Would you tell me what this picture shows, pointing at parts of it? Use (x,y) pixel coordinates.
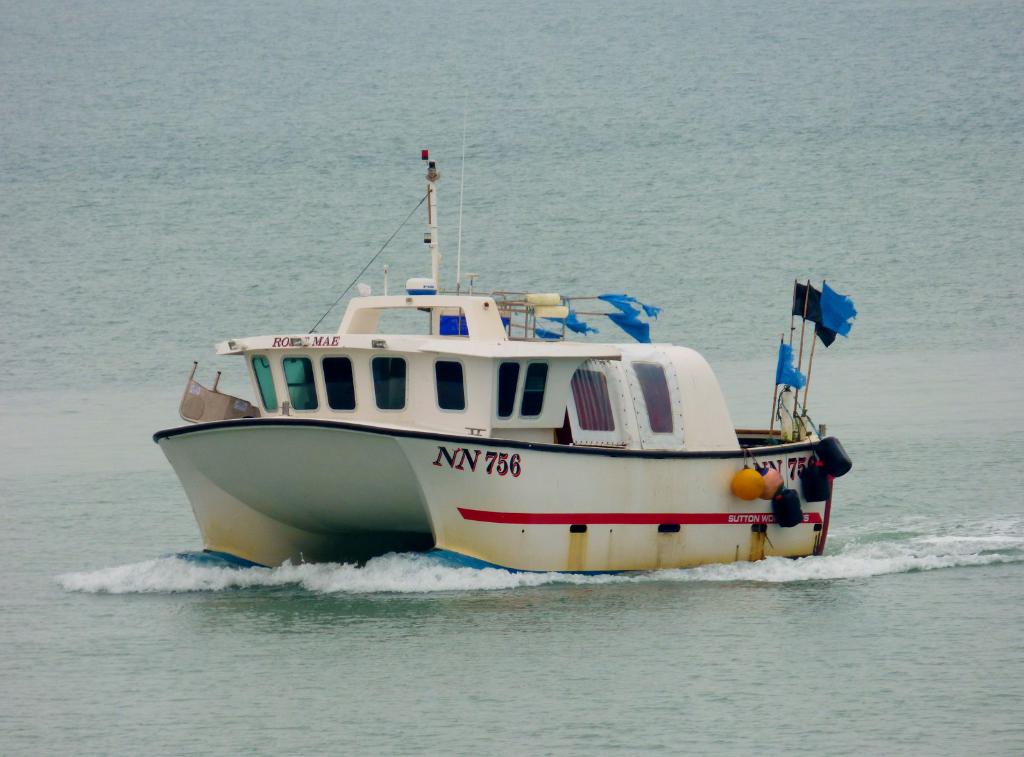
In this image we can see a boat (685,482) on the surface of water (798,680). We can see flags (633,329) and some objects (797,510) on the boat (719,441).
